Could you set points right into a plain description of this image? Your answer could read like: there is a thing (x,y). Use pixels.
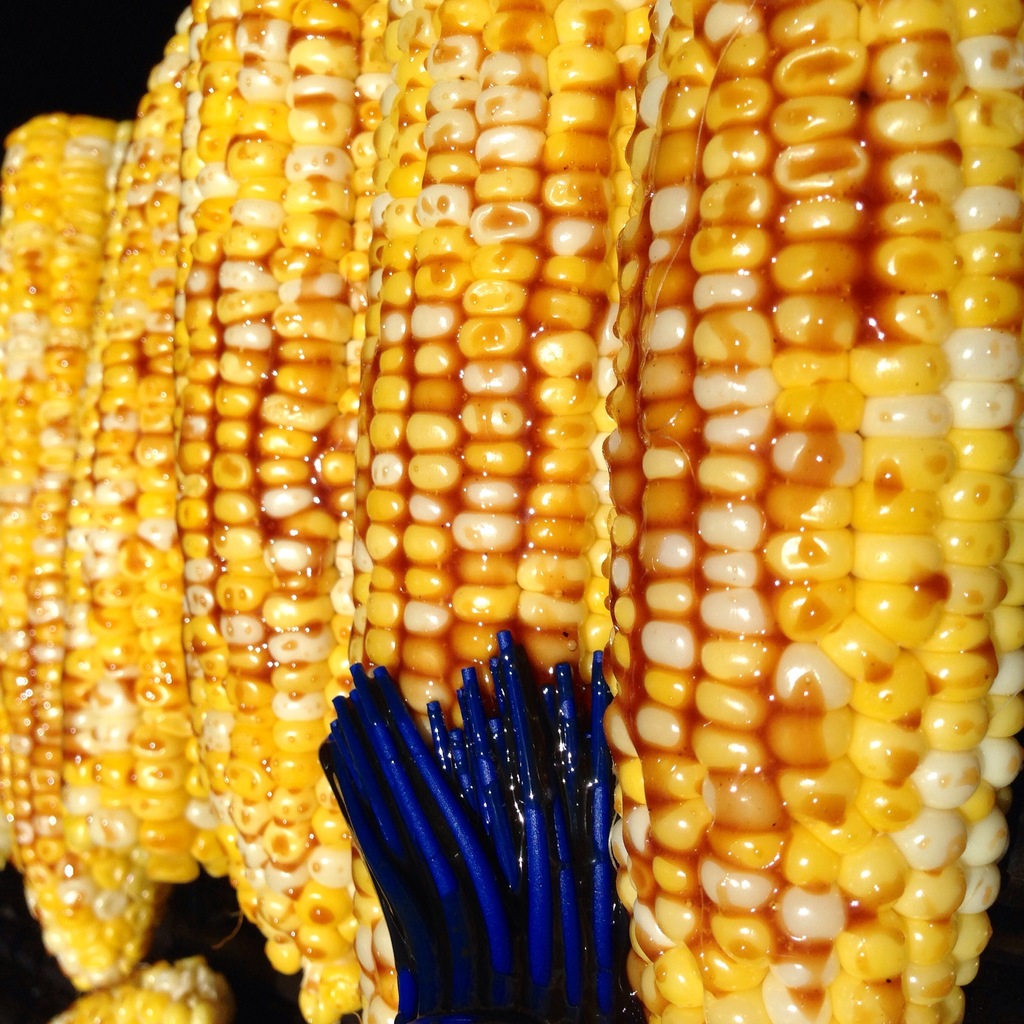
In this image there is a food corn (336,492) and there is a brush (494,886) in blue color to apply something on top of it.
